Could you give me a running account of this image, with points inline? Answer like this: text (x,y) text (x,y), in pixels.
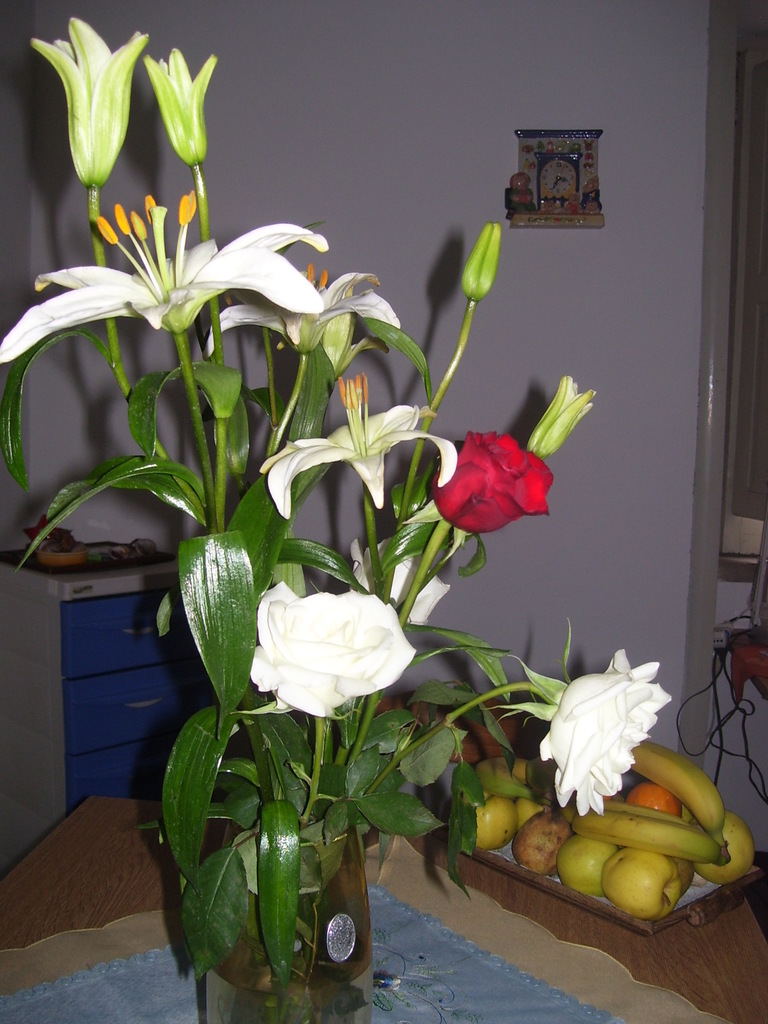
This picture shows an inner view of a room (294,135). One window (737,459) is there some objects (752,650) are there in that window (738,447). Wall clock (554,212) is attached to the wall (533,230). One table (106,879) is there along with the tablecloth (165,972). One flower pot (300,858) is there on that table (109,892) with different flowers (208,858) and water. One plate (603,905) is on the table (678,940) with different types of fruits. Backside of the table (60,847) one four drawer table (43,798) is there. Some objects (58,560) are there on that four drawer table (26,586).
